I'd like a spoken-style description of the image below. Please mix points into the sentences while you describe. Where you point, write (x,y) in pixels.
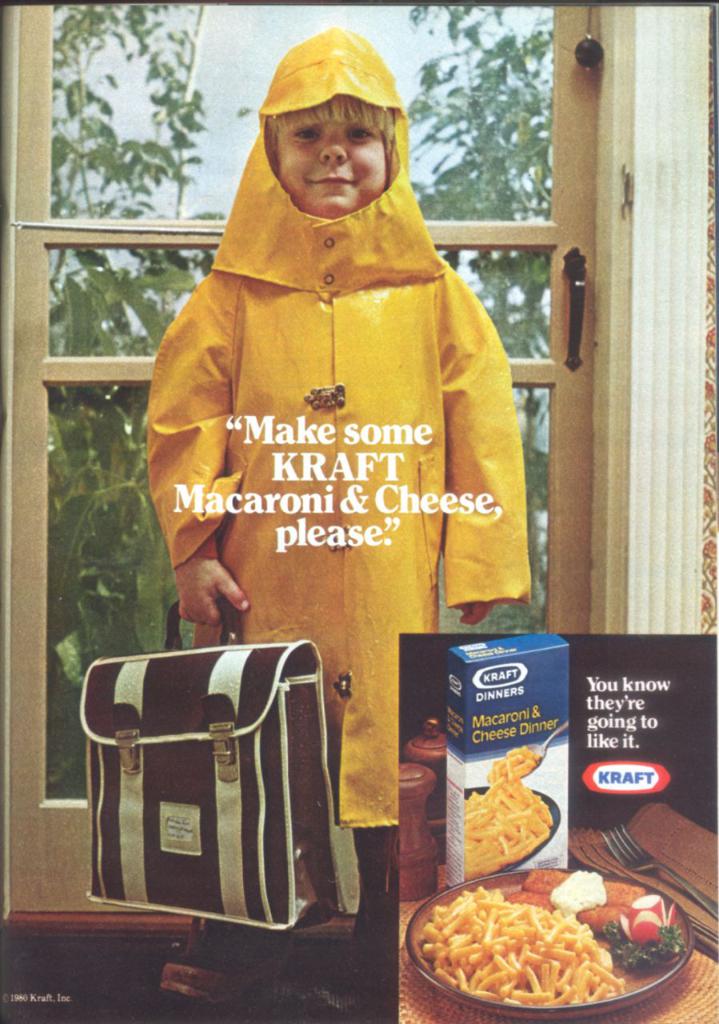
This is an edited image, in this image there is a person (264,532) standing and holding a bag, on that there is some text (242,498), on the bottom right (695,1018) there is a table (415,1001), on that table (428,1004) there are few objects (474,890), in the background (131,628) there is a door (553,41), through that door (524,341) trees (540,179) and the sky (519,18) are visible.
